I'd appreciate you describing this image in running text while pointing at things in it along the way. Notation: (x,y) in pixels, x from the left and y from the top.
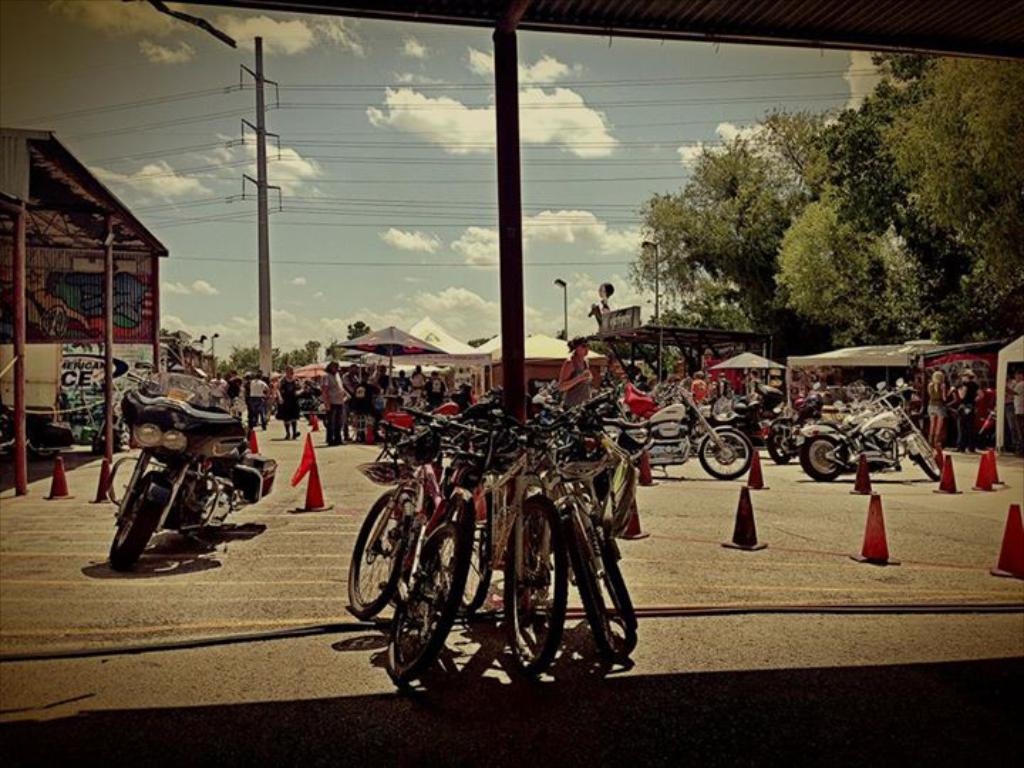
In this image there are few people (231,396), vehicles (389,414) and bicycles (457,495) on the road (373,451), there are few shops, a shed (510,326), few diversion cones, electric poles (242,135), cables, street lights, trees (788,342) and some clouds (545,124) in the sky (405,250).
